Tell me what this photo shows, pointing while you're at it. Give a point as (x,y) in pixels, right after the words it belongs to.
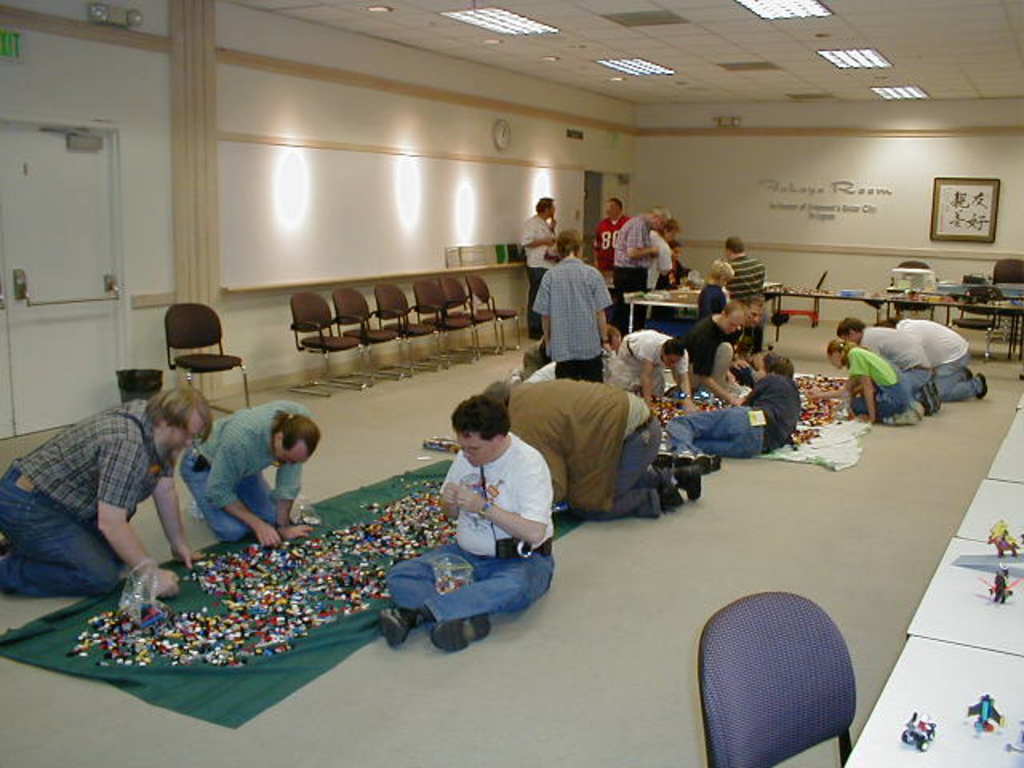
In the foreground (526,541) I can see tables (865,739), chairs (734,651), group of people (509,517) on the floor (635,572), cloth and some objects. In the background (293,207) I can see a wall (704,240), door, lights (309,197), rooftop (688,71), photo frame (970,230), text (961,230), some objects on the tables (906,686) and so on. This image is taken may be in a hall (361,459).
